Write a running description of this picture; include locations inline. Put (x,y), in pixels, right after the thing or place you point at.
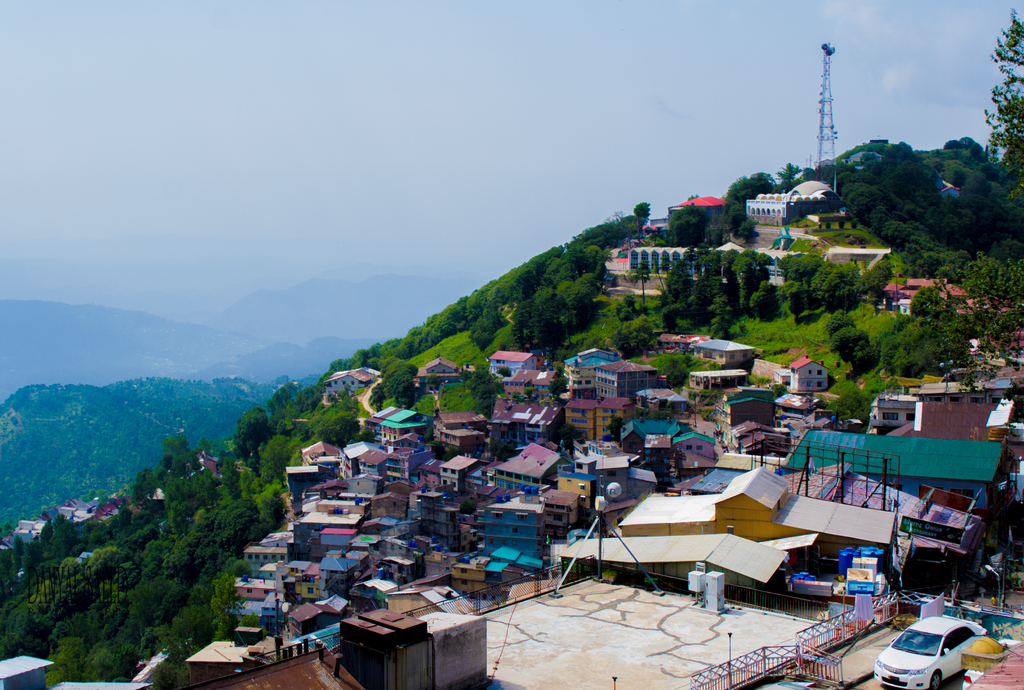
In the foreground (506,628) I can see a rooftop (560,628), fence (782,649), metal rods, vehicles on the road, light poles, houses (639,488), buildings (608,461), trees (155,547), mountains (833,397), grass (797,333), wall (465,652) and a tower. In the background (911,103) I can see a fog (266,251) and the sky (264,201). This image is taken may be during a day.
